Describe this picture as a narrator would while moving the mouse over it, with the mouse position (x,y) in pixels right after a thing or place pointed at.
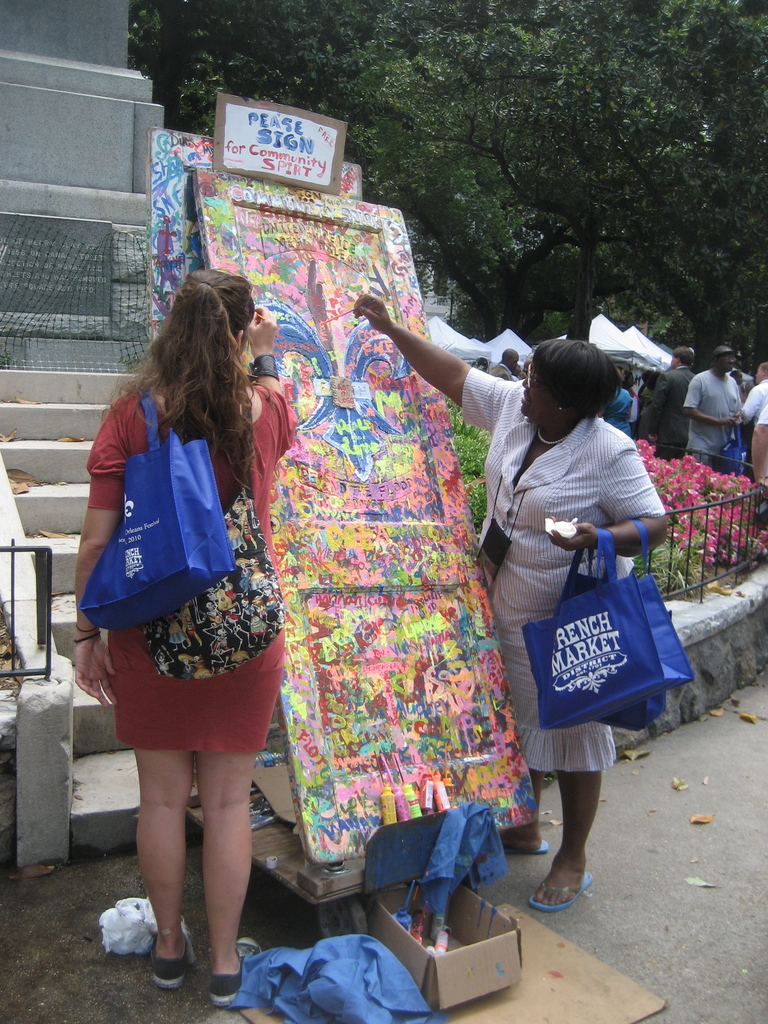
In this image I can see two women (515,446) are standing and also both of them are carrying handbags (564,587). In the background (715,402) I can see few more people (758,389) and number of trees (530,116).
